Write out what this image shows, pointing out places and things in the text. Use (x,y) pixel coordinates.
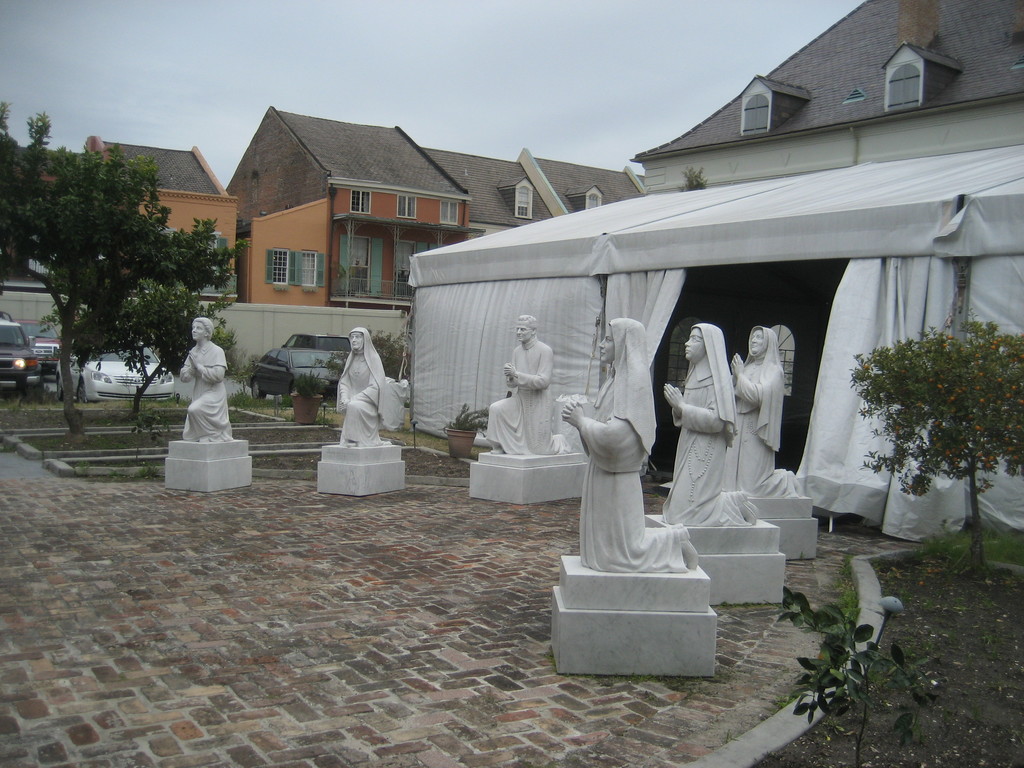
In this image, we can see few statues (757,486) and walkway (294,612). Background (1006,136) we can see houses (293,190). Here there is a tent (583,252), rods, plants (972,432), tree (899,417), vehicles (306,368) and grass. Here we can see walls (312,231), windows (356,254) and sky (367,79).
